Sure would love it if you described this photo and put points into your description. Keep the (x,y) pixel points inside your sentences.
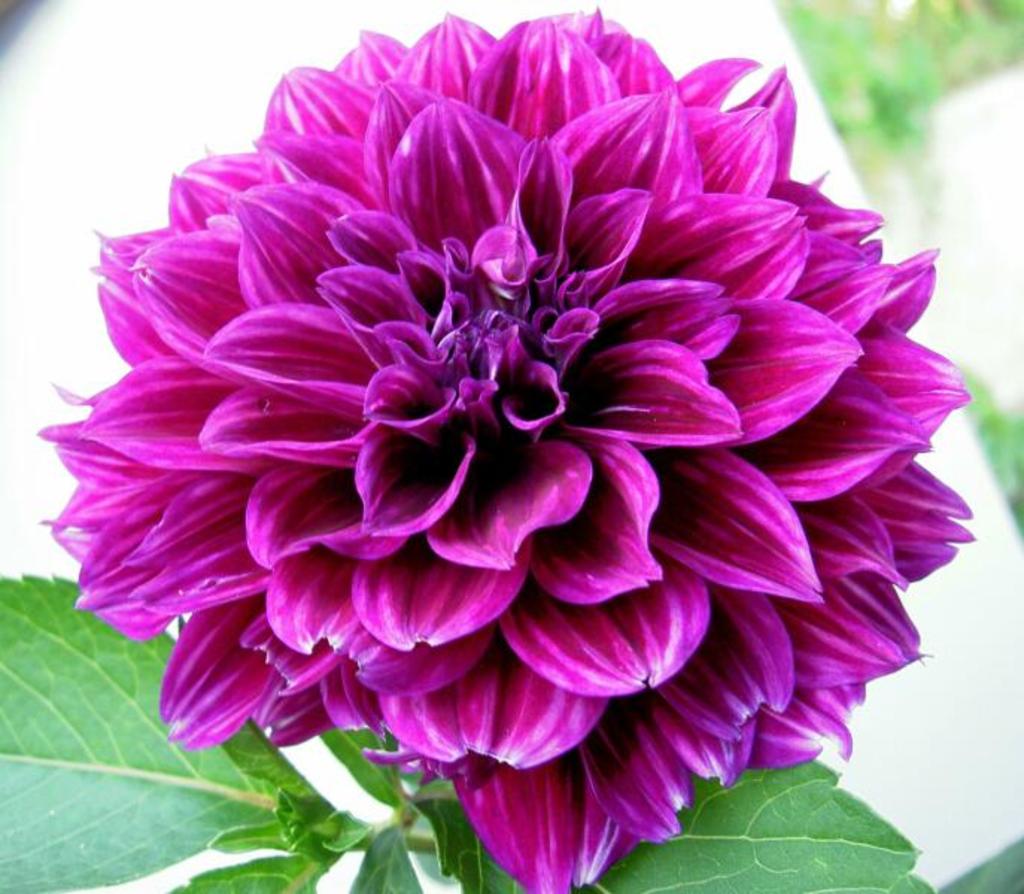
In this image we can see a flower (290,439), and plants (59,804), and the background (209,123) is blurred.
